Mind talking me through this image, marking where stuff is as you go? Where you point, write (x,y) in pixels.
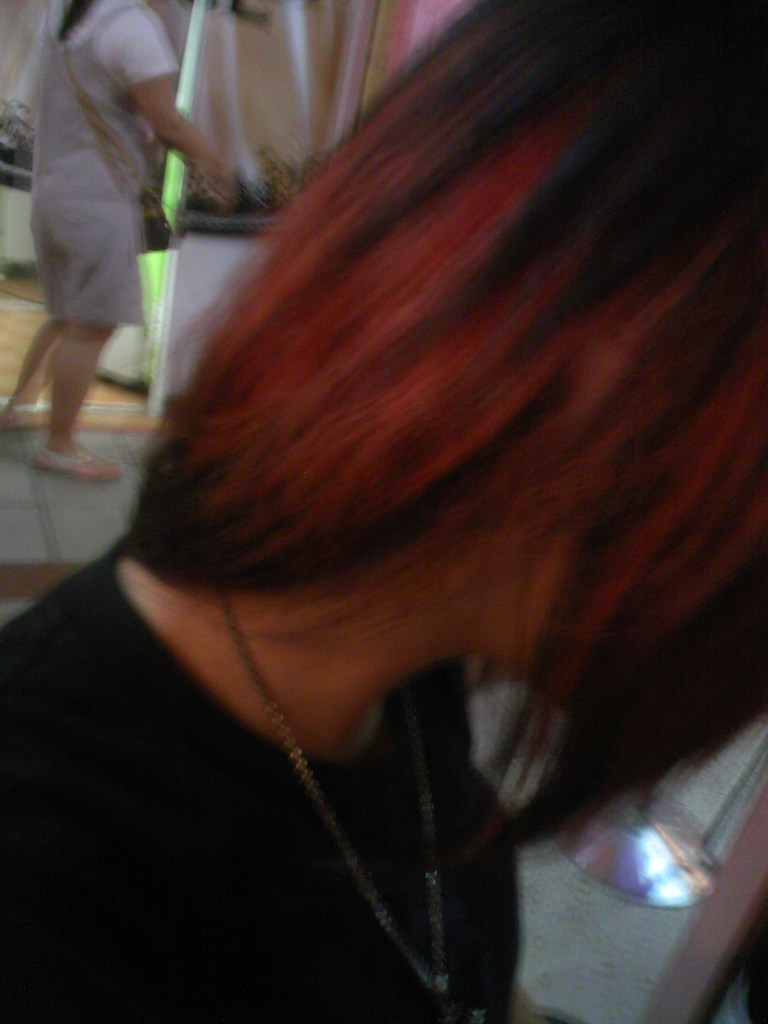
In this picture we can see two people (133,524) and a person (78,395) carrying a bag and standing on the floor (45,523) and in the background (262,24) we can see some objects (0,111).
